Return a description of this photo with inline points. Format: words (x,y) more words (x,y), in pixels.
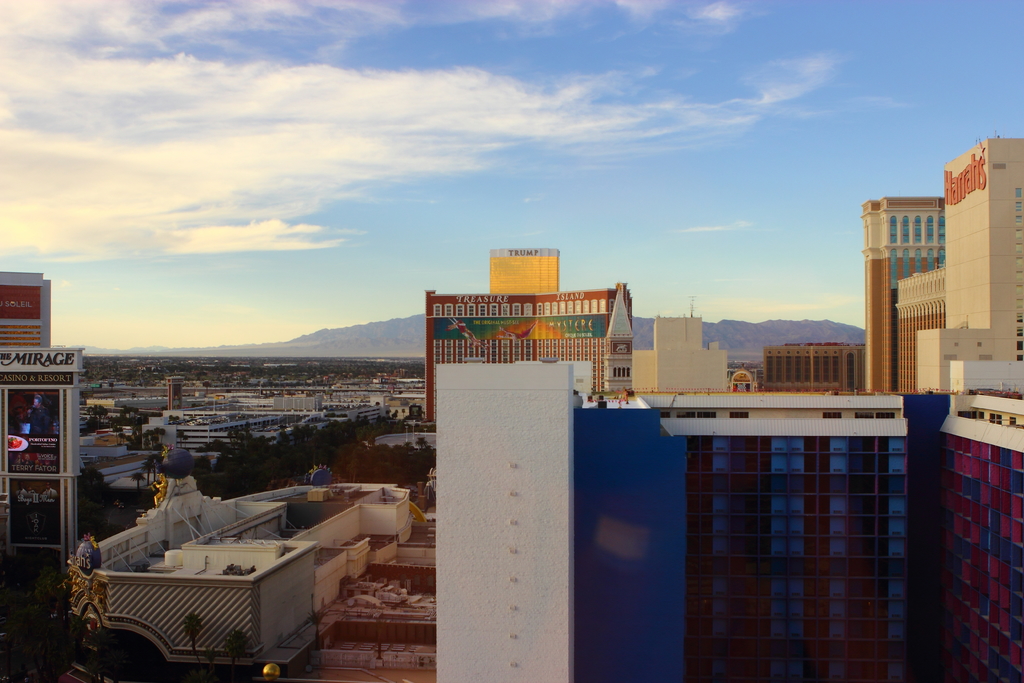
This picture shows the aerial view. There are so many buildings (694,344), mountains (377,332), some text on the buildings (451,408), so many name boards (48,392) on the buildings (210,392) and so many trees (232,482). One big colorful building (860,485) is there and at the top (733,193) there is the sky (848,294).
